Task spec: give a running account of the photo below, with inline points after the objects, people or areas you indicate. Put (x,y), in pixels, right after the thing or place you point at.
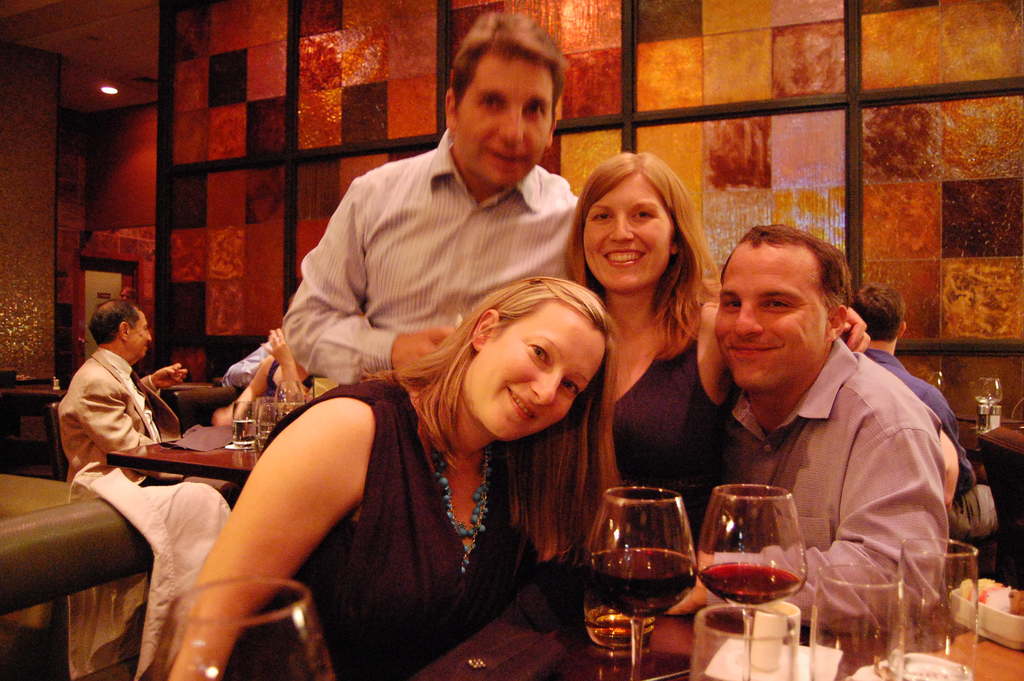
This picture shows few people (811,297) seated on the chairs (191,415) and a man (458,279) standing. We see smile on their faces (616,278) and we see few glasses (712,577) on the table (650,657) and we see few tables (244,466) and glasses (984,391) on them. We see a roof light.
